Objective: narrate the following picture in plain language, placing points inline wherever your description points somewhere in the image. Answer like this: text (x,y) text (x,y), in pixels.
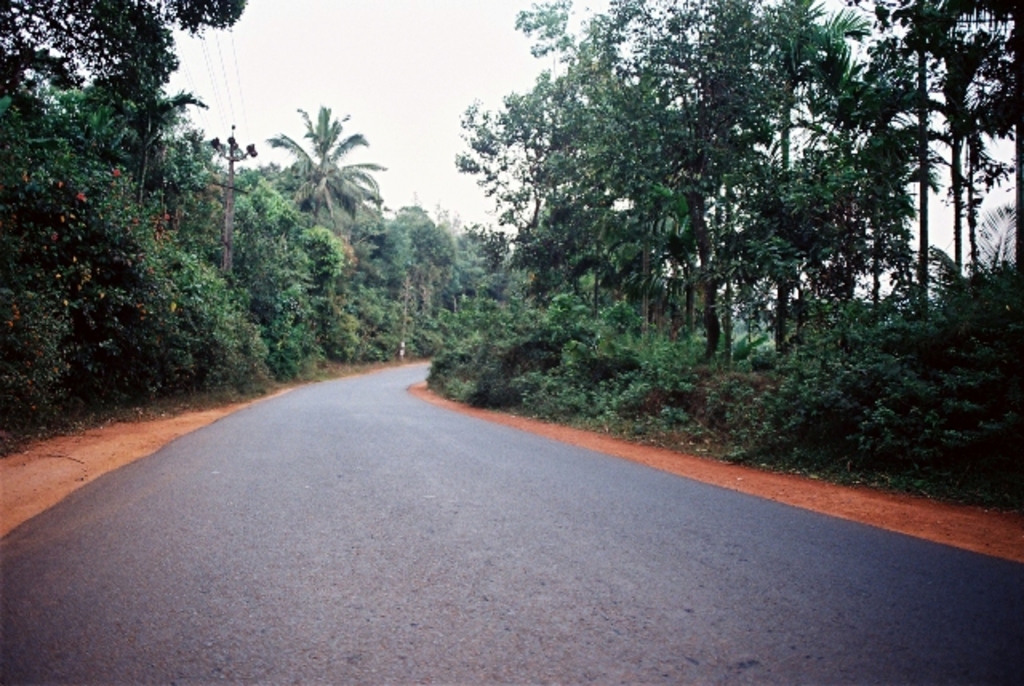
In this image we can see there is a road (320,457) and beside the road (316,444) there are trees (214,189), current pole (222,143) and the sky (422,84).
